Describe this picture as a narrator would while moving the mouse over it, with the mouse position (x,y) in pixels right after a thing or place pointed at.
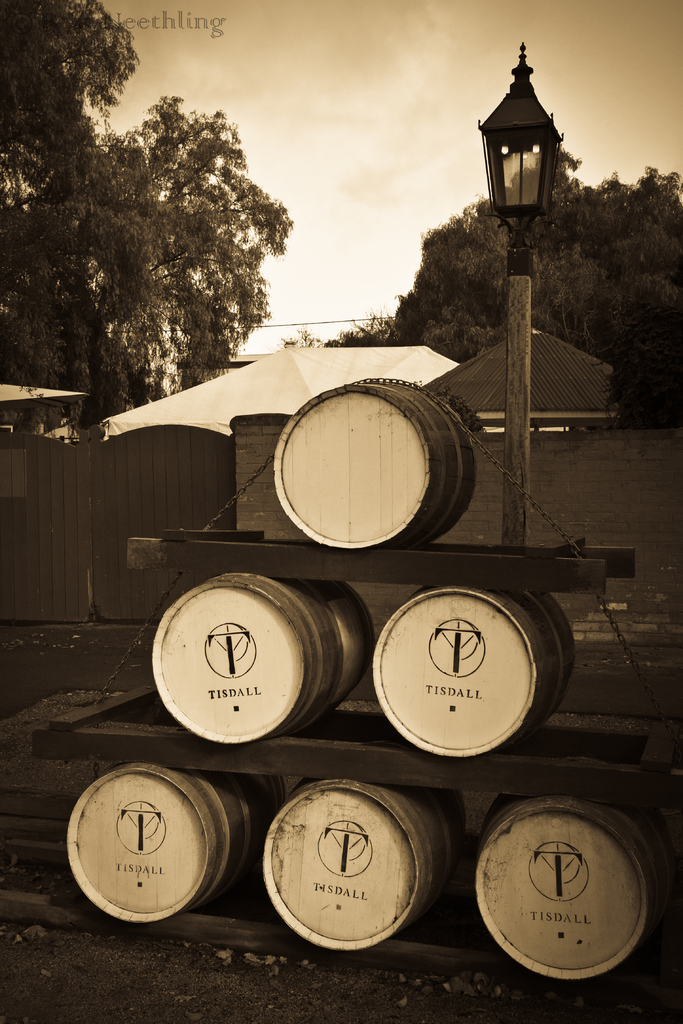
In this image we can see barrels (357,850) on wooden pieces (430,566). Also there is a light pole (517,328). And there is chain (420,386) on the barrel (378,505). In the back (117,380) there are trees (459,279). Also there are tents (264,370) and there is a wall (535,476) with a gate (168,448). In the background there is sky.
